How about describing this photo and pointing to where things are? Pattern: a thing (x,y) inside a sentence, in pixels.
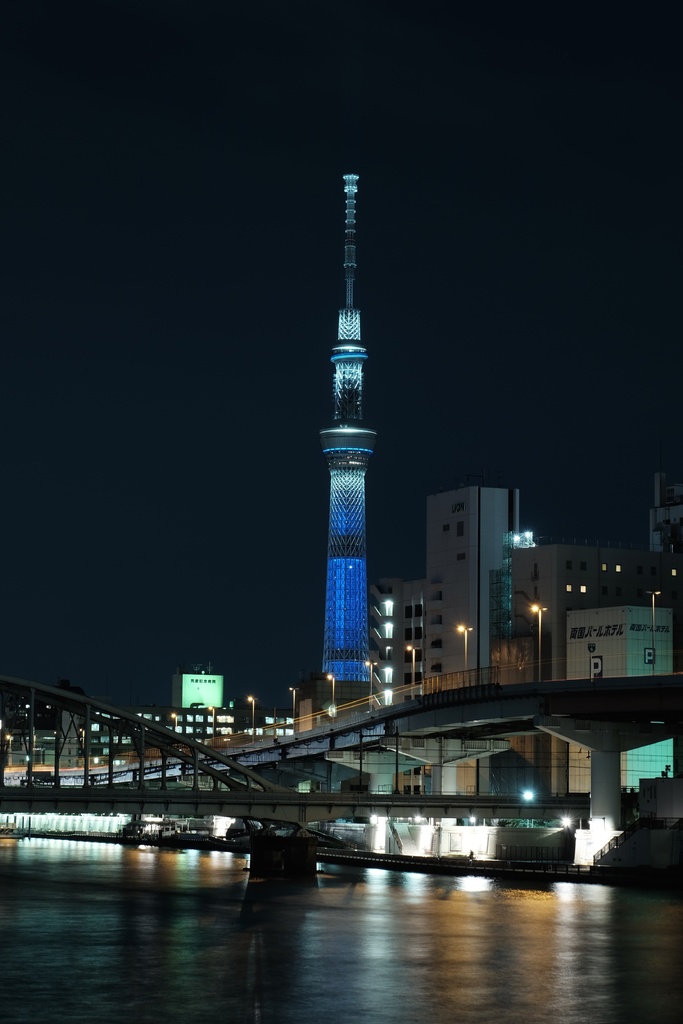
In this image there is water (251,952) at the bottom (247,952). In the middle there is a bridge (286,749). In the background (332,536) there is a tower (363,466). Beside the tower (334,602) there are so many tall buildings (543,596). There are lights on the bridge (547,718). Lights (541,652) are kept one beside the other. At the top (203,219) there is the sky (206,193). This image is taken during the night time.
